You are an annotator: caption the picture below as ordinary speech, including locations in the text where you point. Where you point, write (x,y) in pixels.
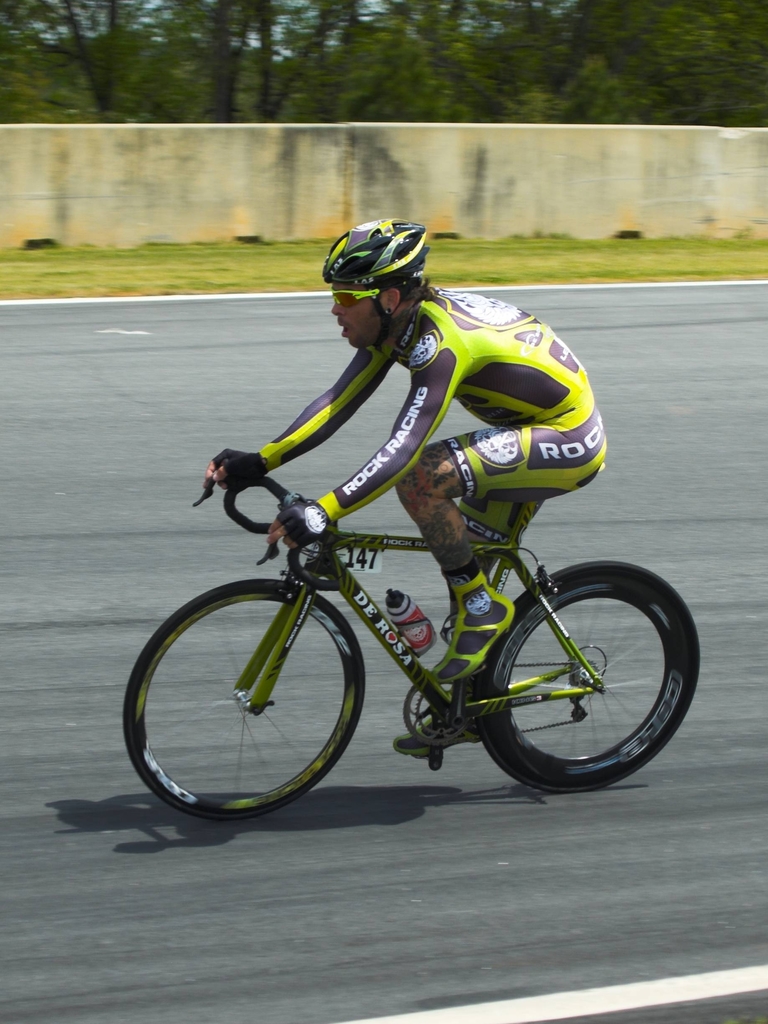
In the image in the center (447,483) we can see one person (505,413) riding cycle (397,547) on the road (321,677) and he is wearing a helmet (388,269). In the background (397,138) we can see trees (116,57), grass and wall (717,220).
